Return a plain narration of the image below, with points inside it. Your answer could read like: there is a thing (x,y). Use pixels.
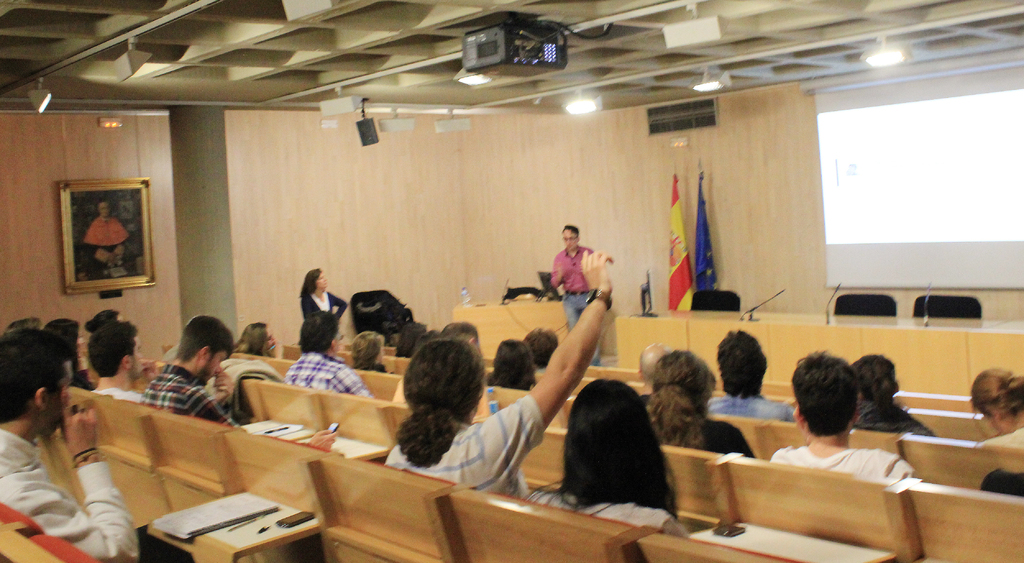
In this image there are few persons (406,437) sitting. Left bottom there is a wooden plank (213,550) having a book (210,519), mobile (307,515), pen (266,530) and few objects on it. Before it there is a person (57,514) sitting. Middle of the image (575,309) there is a person (572,307) standing near the table (540,310) having a monitor (541,296), bottle (468,297) and few objects (521,294) on it. Beside him there is a desk (661,330) having a monitor (642,301), mikes (768,301) on it. Behind the desk (666,317) there are few chairs (877,303) and two flags (700,268). Left side (80,253) a picture frame (117,255) is attached to the wall (239,275). Right side (1002,231) there is a display screen (834,220) attached to the wall (735,182). Top of the image (480,45) there are few lights (324,108) and a projector (538,61) are attached to the roof (591,44).
